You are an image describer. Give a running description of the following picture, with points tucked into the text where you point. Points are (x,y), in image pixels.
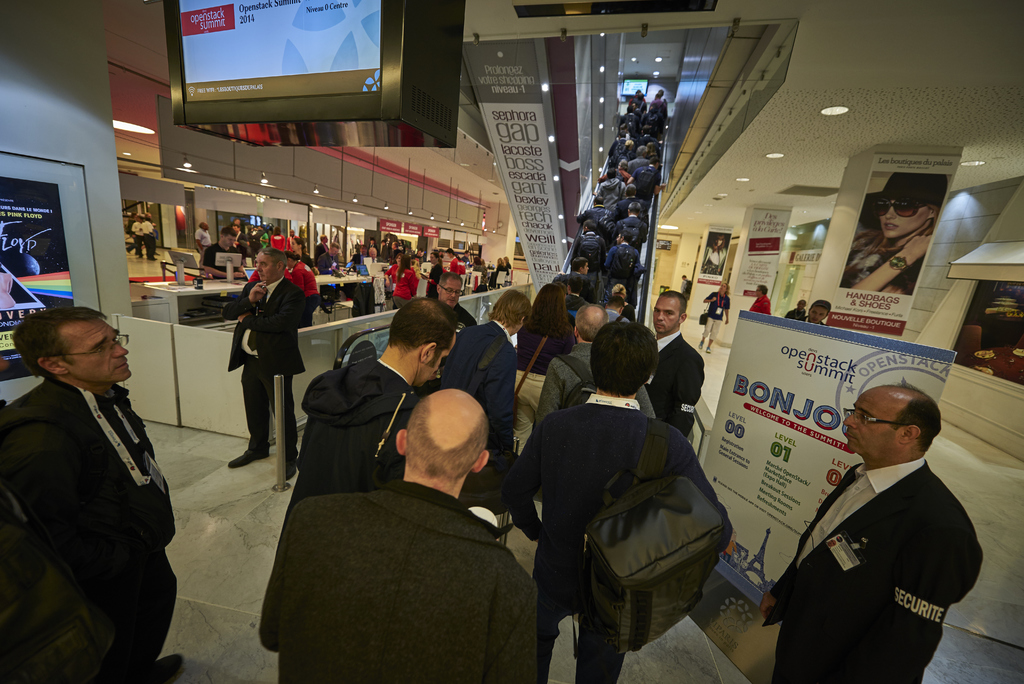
In this picture i can see many persons (631,135) were standing on the elevator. In the bottom right (949,522) there is a security man (873,487) who is standing near to the banner (798,420). On the right (690,289) we can see some peoples (788,317) were standing near to the pillars (837,264), banners (851,309) and posters (1009,334). On the left (294,232) i can see some people (446,251) were standing near to the table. On the table (224,280) i can see the laptops (184,271) and other objects (192,284). At the top (393,115) there is a screen (431,50). In the bottom left corner (37,456) there is a man (37,456) who is wearing spectacle (107,341), black dress (36,465) and shoes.
